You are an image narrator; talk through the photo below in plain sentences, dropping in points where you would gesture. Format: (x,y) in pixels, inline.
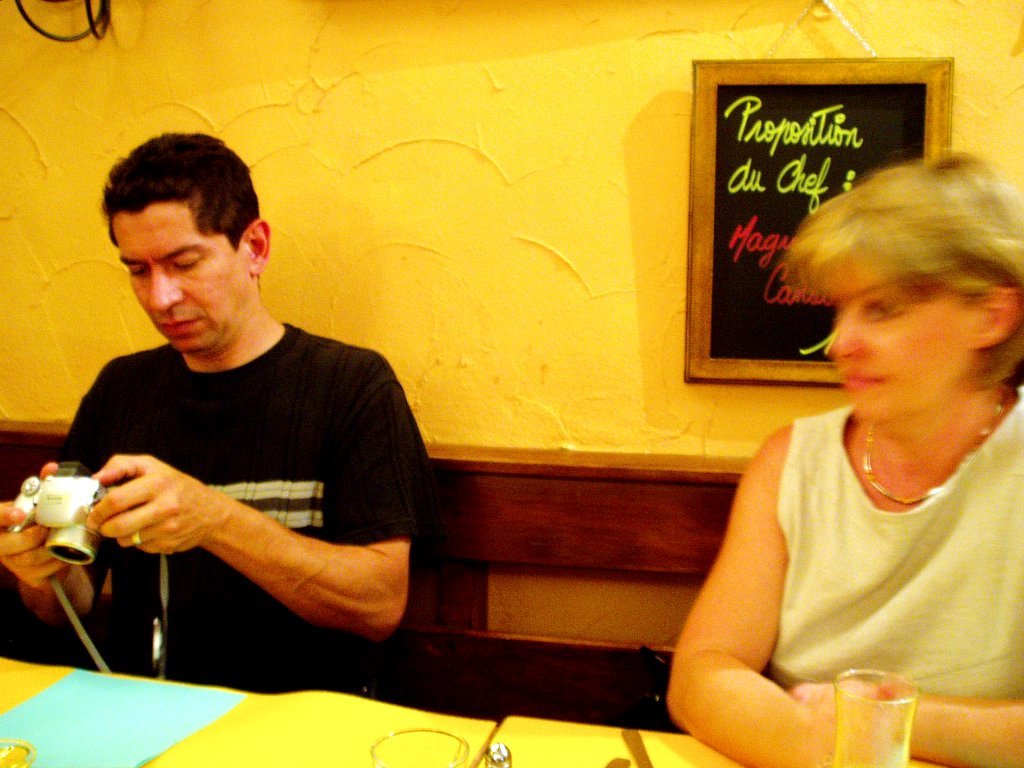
Here we can see a man (219,514) and a woman (749,699) sitting on the chairs (507,546). He is holding a camera (37,515) with his hands (156,552). This is table (346,727). On the table (471,738) there are glasses (875,717). On the background (525,231) there is a wall (609,175) and this is frame (789,222).
